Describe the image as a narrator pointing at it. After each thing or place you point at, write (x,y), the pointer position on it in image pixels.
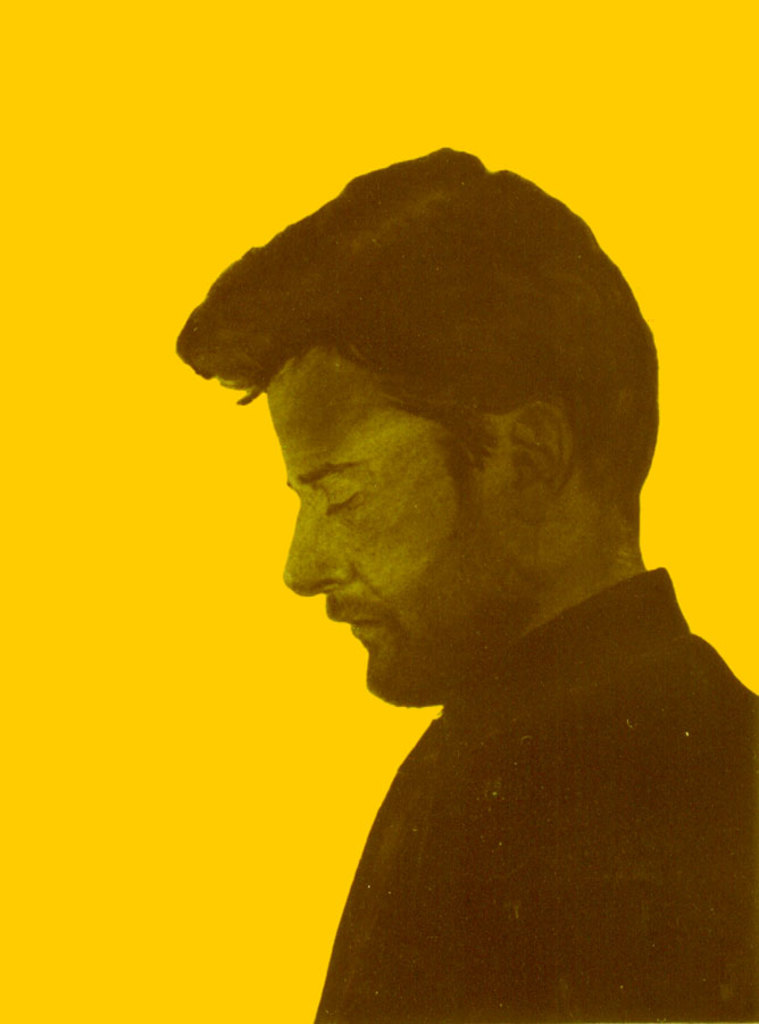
It is an edited image, there is a picture of a man (472,656) and behind the man (419,646) there is a yellow background (198,730).
